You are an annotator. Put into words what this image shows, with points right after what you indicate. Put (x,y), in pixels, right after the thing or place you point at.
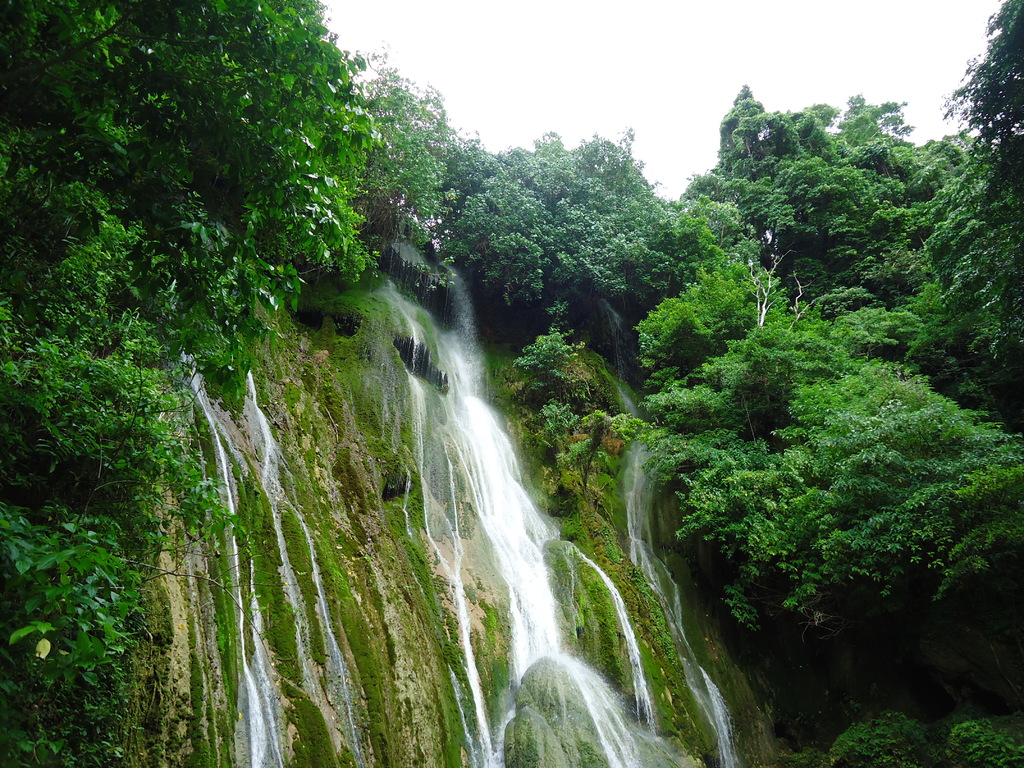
In this picture we can see a beautiful location of waterfalls (527,629), trees (424,137) and sky (654,39).
